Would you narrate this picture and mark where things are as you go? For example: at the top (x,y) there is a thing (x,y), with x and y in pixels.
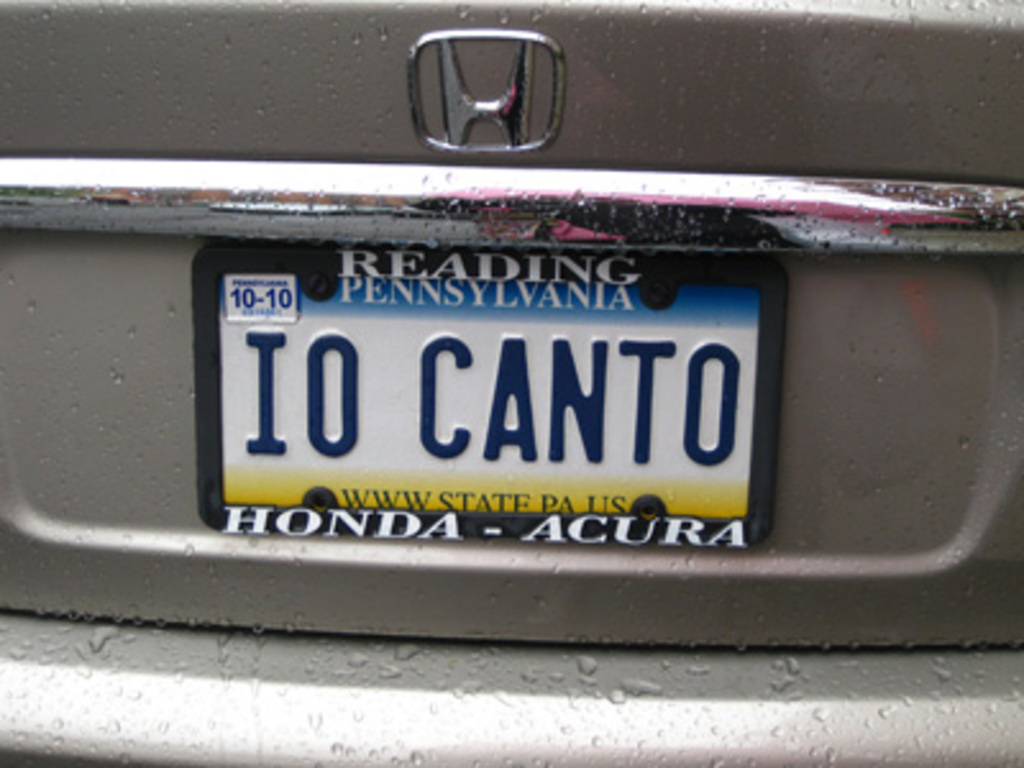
We can see vehicle (584,222), number plate (471,410) and logo (500,36).
